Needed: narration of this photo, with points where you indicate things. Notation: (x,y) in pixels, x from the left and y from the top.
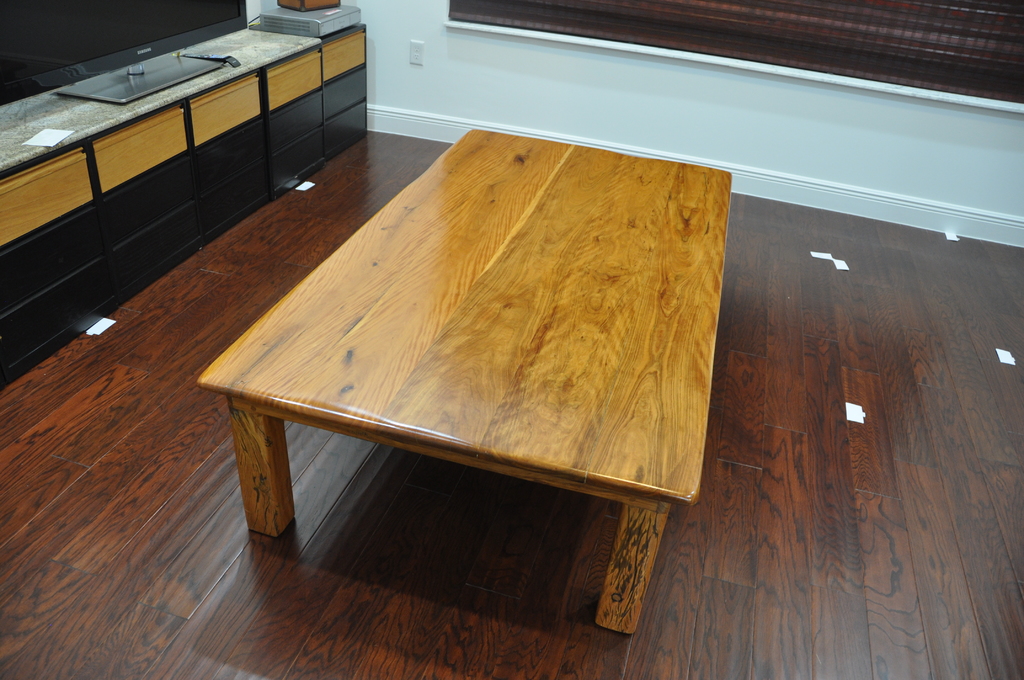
In the center of the image (459,332) we can see one table (478,297) on the floor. In the background (574,76), there is a wall (435,76), switchboard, window blind (836,67), table (127,228) etc. On the table (298,179), we can see one monitor (138,42), link box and a few other objects (306,6).
